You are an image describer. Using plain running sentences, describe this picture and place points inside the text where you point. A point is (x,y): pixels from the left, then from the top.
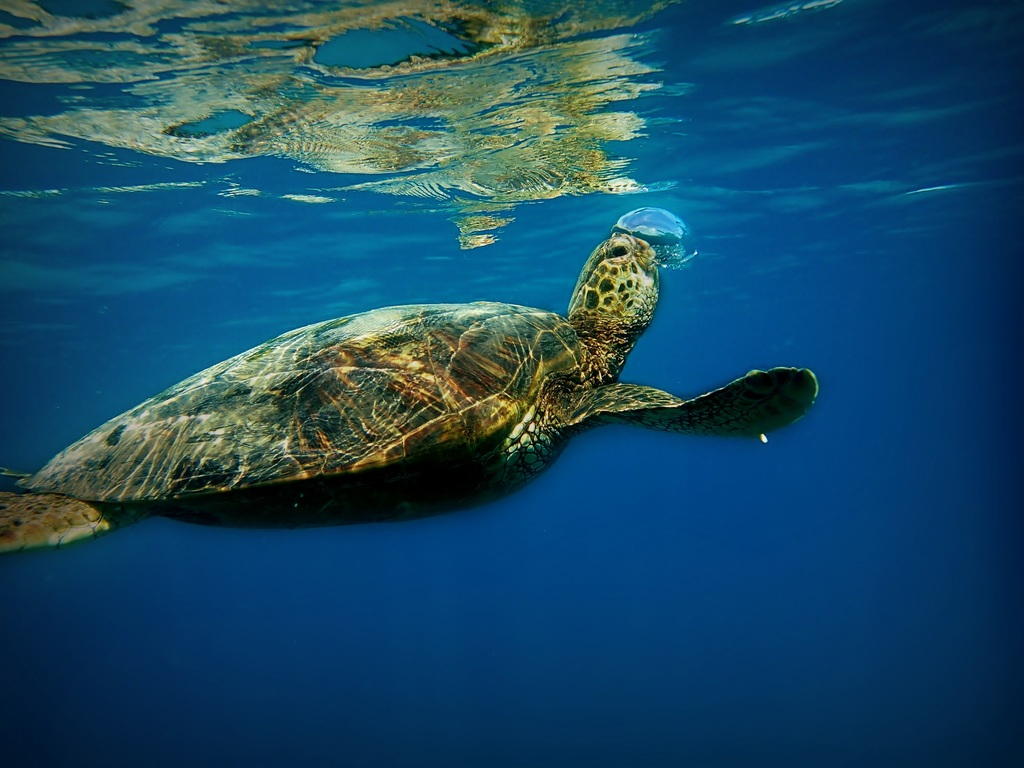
In this image I can see the picture of a tortoise (330,411) which is under the water (386,534). I can see the tortoise (392,419) is black and brown in color and I can see the water (727,563) are blue in color.
